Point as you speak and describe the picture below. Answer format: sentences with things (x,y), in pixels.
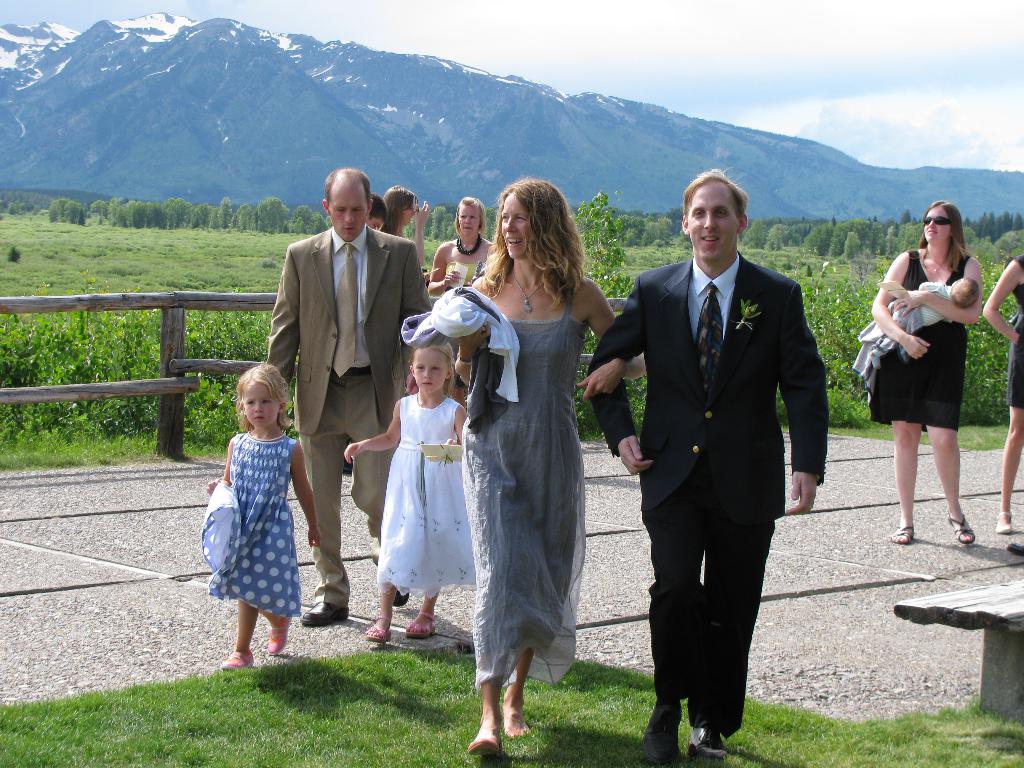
In the picture we can see a road (788,643) on it, we can see a man (751,322) and a woman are walking together and coming and man (737,459) is in blazer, tie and shirt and behind them, we can see two girl children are also walking and one woman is holding a baby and behind them, we can see a railing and behind it we can see a grass surface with plants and far away from it we can see trees (317,214), mountains (475,130) with snow (125,39) on it and a sky (713,11) with clouds (997,138).
